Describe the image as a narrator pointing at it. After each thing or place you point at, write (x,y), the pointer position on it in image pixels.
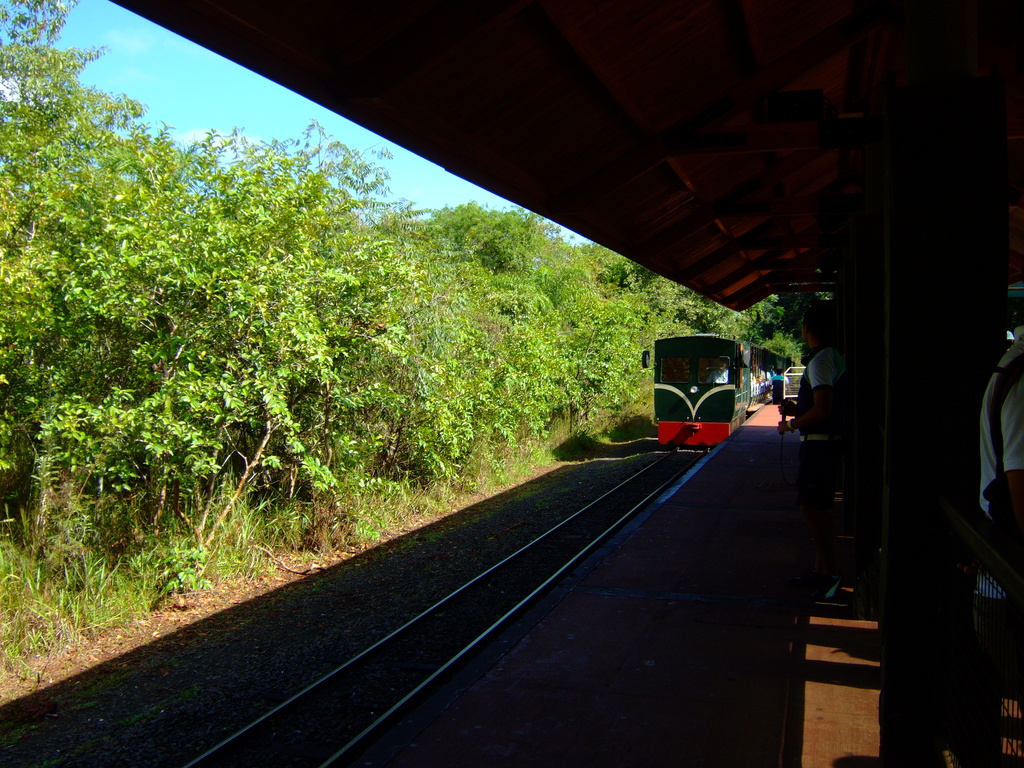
In the image we can see a train (671,394) on the train track (526,563). This is a grass (141,589), trees (235,280) and pale blue sky (195,95). We can see there are even people (1020,444) wearing clothes (1020,459).
